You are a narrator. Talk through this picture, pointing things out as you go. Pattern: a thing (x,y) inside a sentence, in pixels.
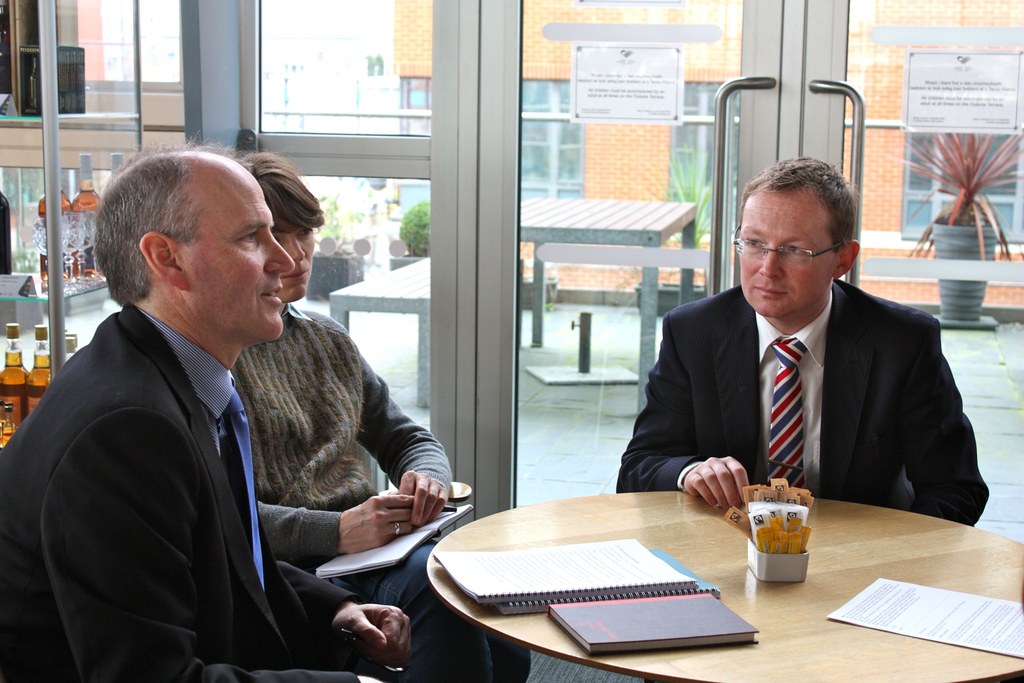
In this picture there are three persons (284,522) sitting around the table (536,630). On table (750,613) there are books (606,600) and some papers (772,537) in the paper holder (778,546) and they are dressed in formals (199,544). In the background (631,156) i could see another building (631,136) with brown brick (624,153). And in the left corner (39,377) there are some bottles (35,365) filled with drinks (22,370).
